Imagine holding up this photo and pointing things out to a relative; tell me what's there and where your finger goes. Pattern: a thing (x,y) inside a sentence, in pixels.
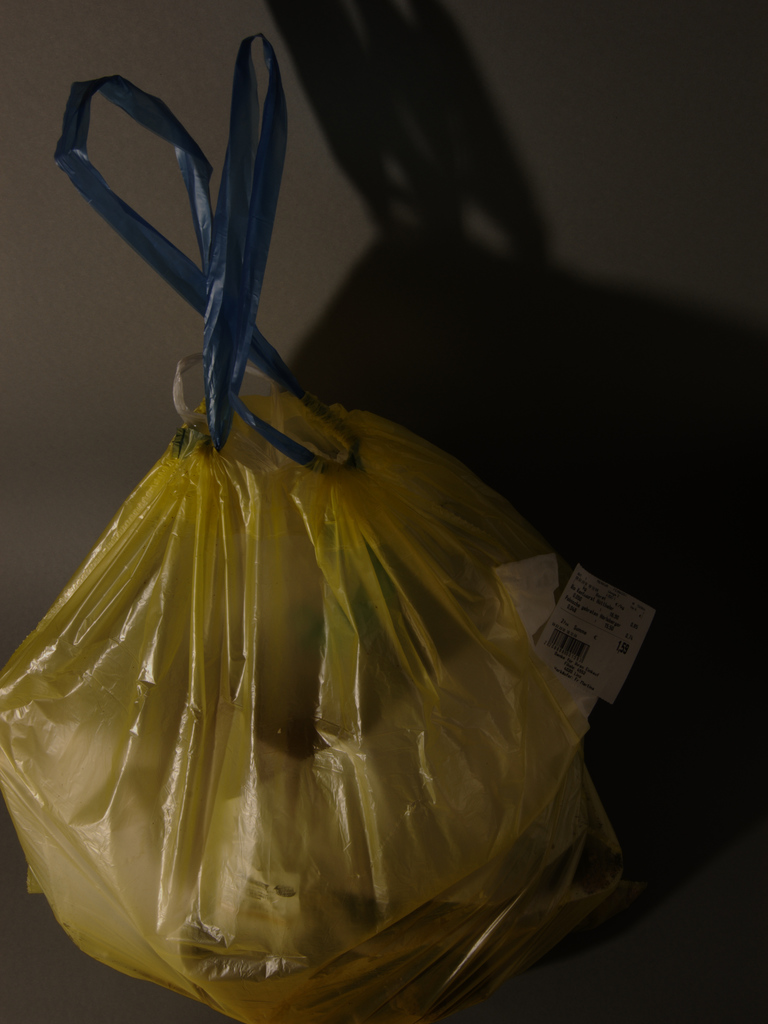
This picture consists of a plastic cover (278,819) placed on a table (671,963). In the background (667,547) it is shadow (587,321) of the cover (204,360). In the background (76,287) there is wall (681,242).
